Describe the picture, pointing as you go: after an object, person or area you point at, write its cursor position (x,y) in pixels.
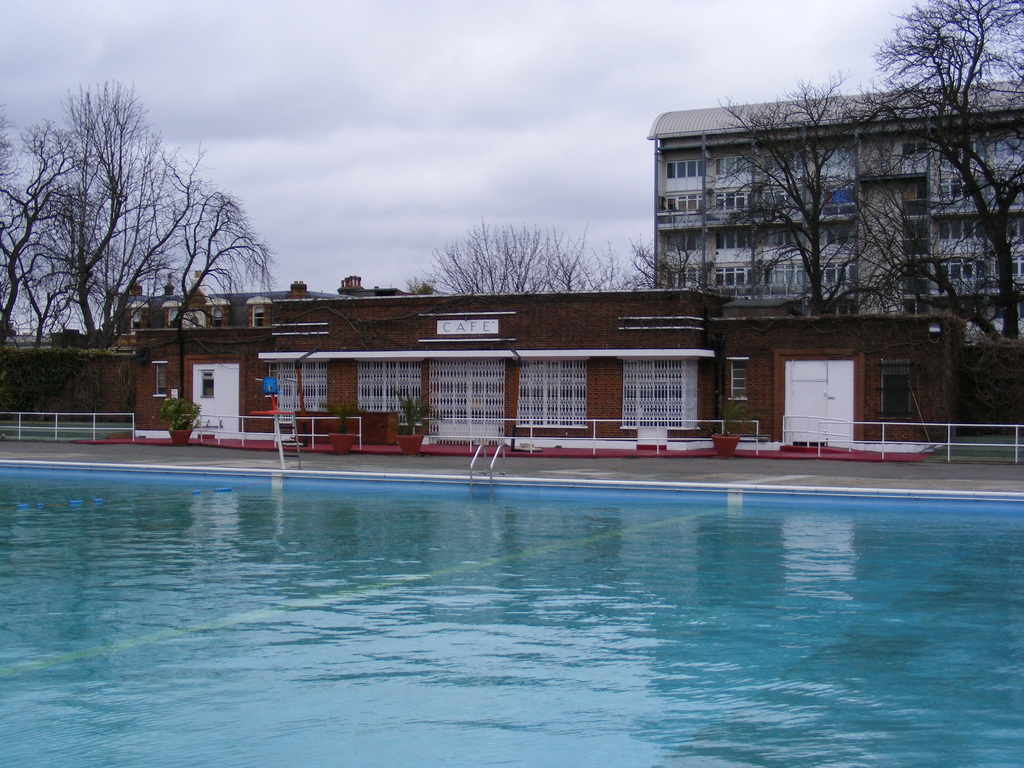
In this image, we can see some trees (536,250) and buildings (692,304). There is a pool (221,691) at the bottom of the image (424,710). There is a sky (295,67) at the top of the image (396,28).
